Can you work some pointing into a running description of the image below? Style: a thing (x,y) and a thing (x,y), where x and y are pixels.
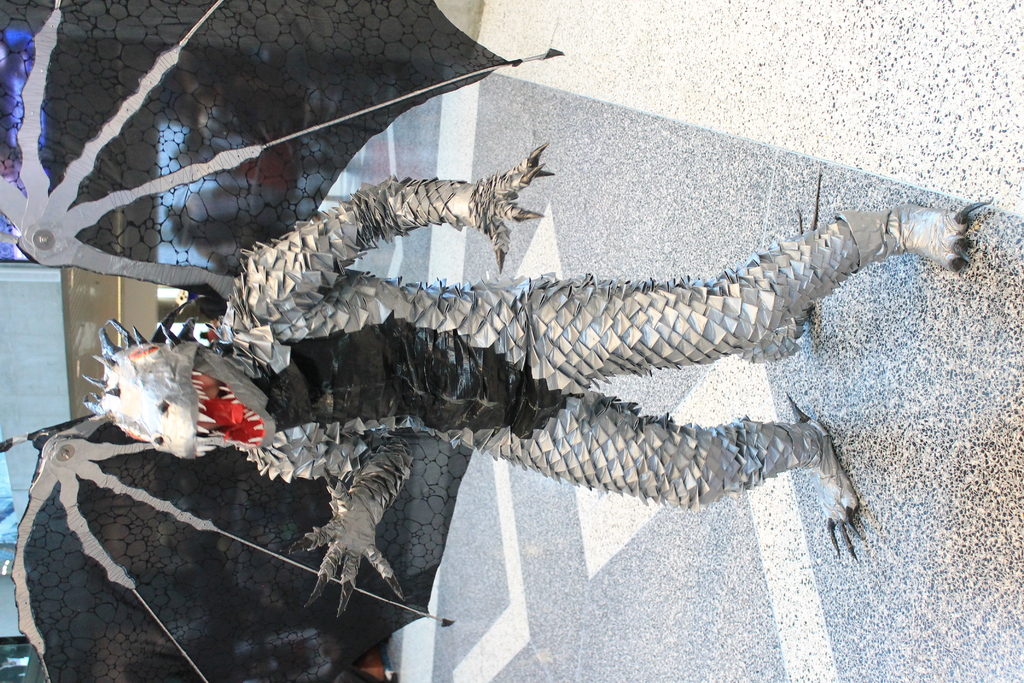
In this picture I can see a person (138,390) wearing a black and white color costume (324,313) and I can see the floor (910,58).
